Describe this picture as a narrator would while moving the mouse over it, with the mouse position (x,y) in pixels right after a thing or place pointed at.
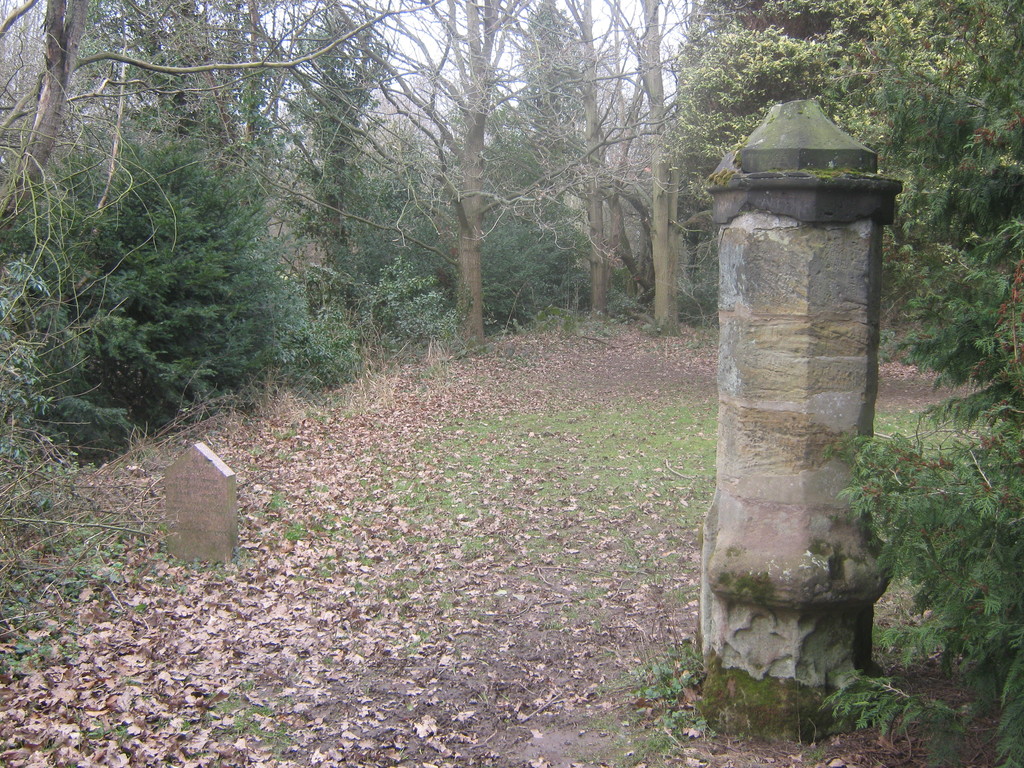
As we can see in the image there are dry leaves (370,495), pole (780,147) and trees (706,166). On the top (507,48) there is sky (507,48).
